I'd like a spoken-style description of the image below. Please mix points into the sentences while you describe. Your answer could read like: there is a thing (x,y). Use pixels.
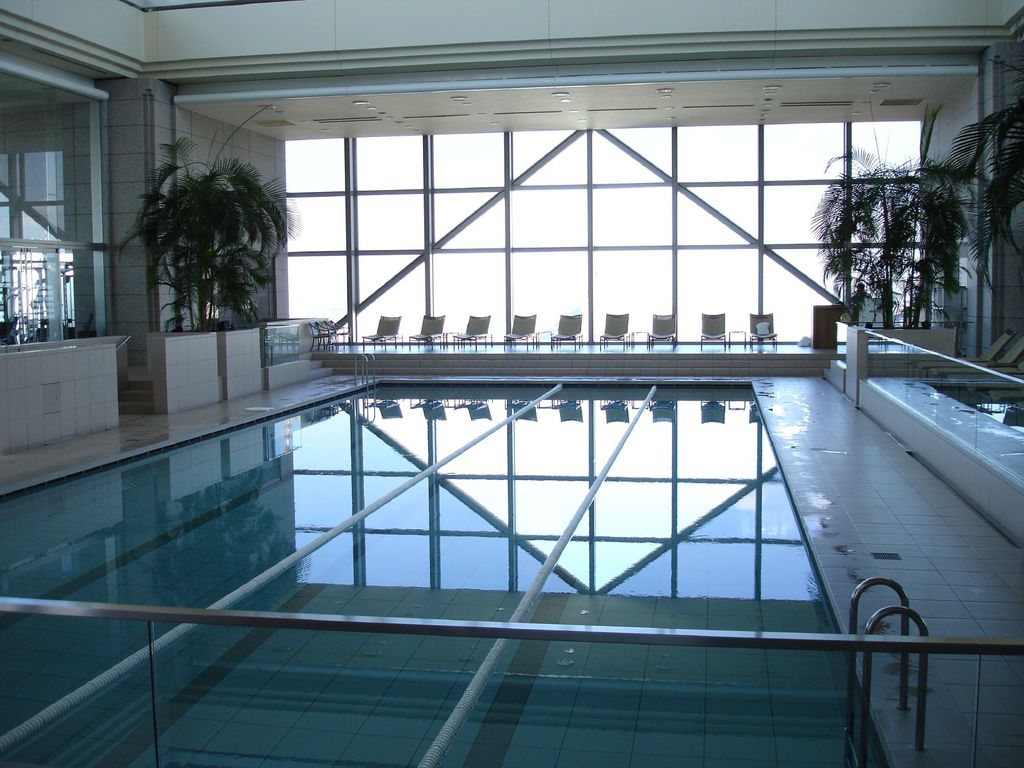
In the center of the image (406,455) we can see water (331,516). On the right side of the image (1007,160) we can see plants (874,247) and chairs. On the left side of the image (19,145) we can see glass windows (19,145) and plants (176,259). In the background (716,311) we can see chairs (657,320), glass windows (716,311) and sky (371,208).
